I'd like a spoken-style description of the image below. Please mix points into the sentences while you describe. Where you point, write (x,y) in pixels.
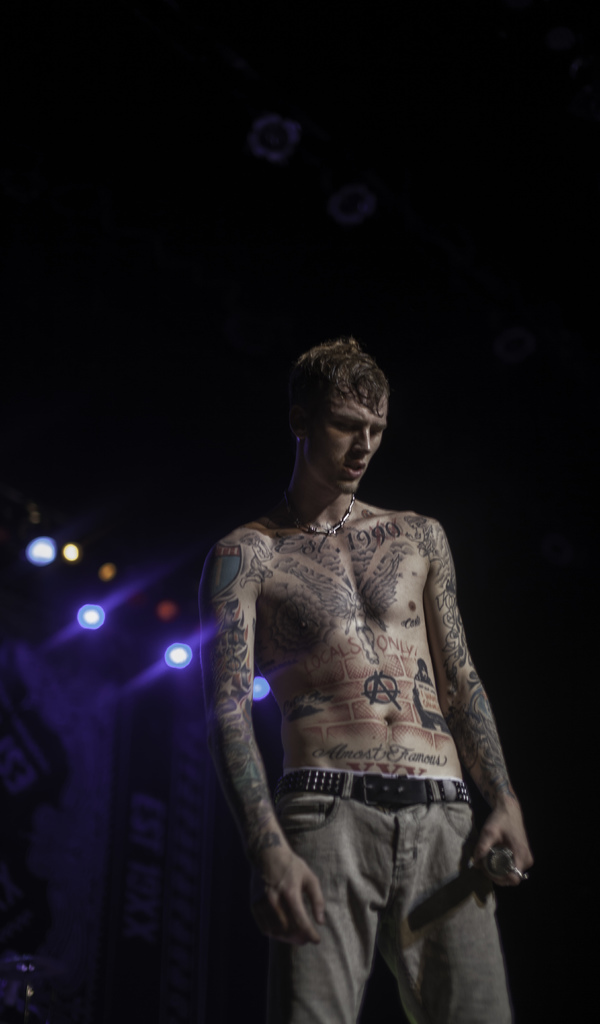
In the image there is a man (330,858), he is standing shirtless there are plenty of tattoos (336,681) on his body (304,749) and there is some light (187,649) focusing on the person (247,673) and the remaining area (409,351) around him is dark.
